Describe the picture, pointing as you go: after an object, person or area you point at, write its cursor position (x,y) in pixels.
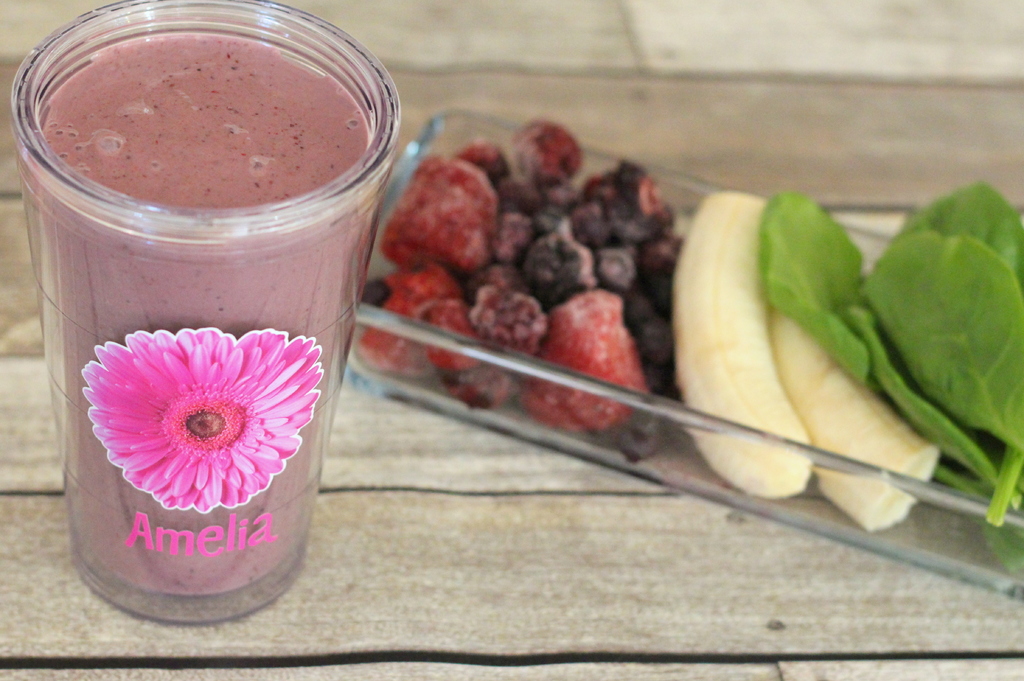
In the picture we can see a wooden plank (730,544) on it, we can see a glass of juice (186,552) and beside it, we can see a tray (1015,541) with some banana slices (884,443), vegetable leaves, and some fruits (519,281).
